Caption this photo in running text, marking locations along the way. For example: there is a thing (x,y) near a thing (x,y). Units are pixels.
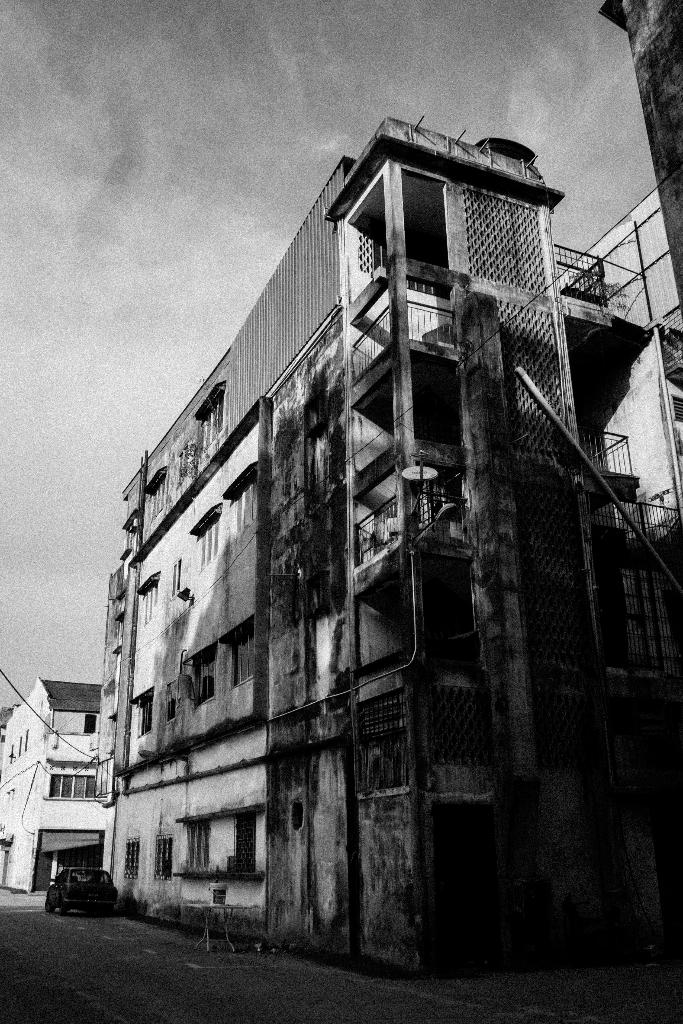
This image consists of buildings (174,735) along with windows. At the bottom (93,952), there is a road (49,914). On which, we can see a table (229,930) along with bucket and a car (74,872). At the top (171,242), there are clouds (98,256) in the sky (98,256).
